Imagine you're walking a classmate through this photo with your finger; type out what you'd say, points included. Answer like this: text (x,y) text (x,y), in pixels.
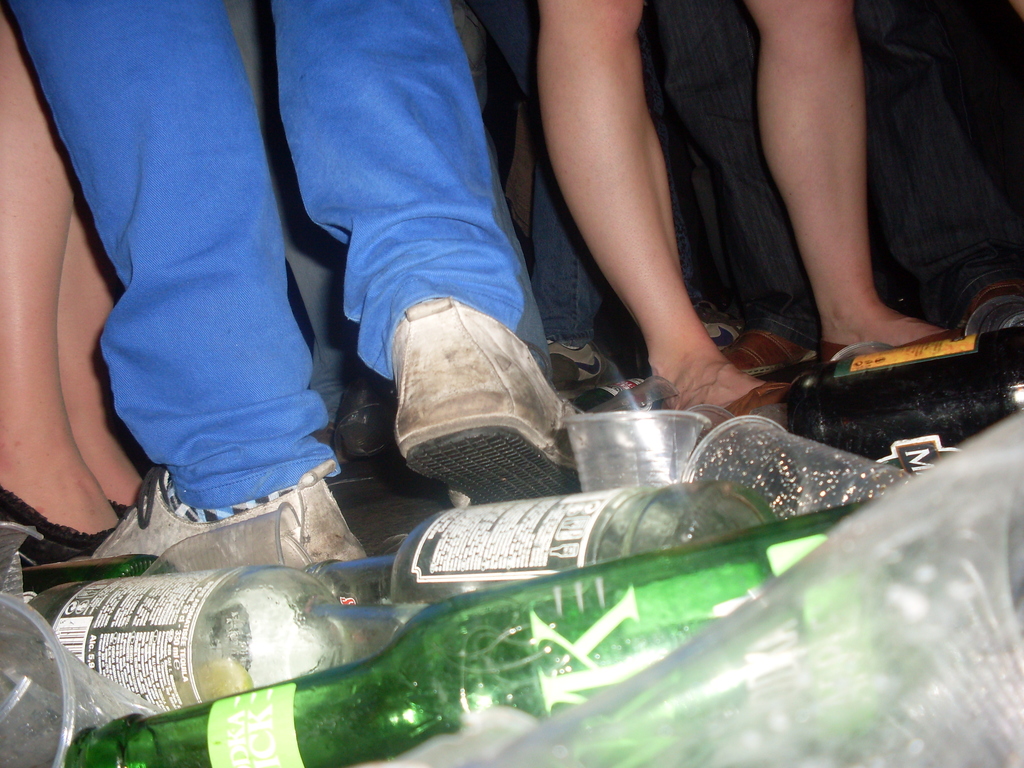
There are many bottles (444,540) and glasses (670,474). Also we can see legs (651,196) of many persons (390,206).
